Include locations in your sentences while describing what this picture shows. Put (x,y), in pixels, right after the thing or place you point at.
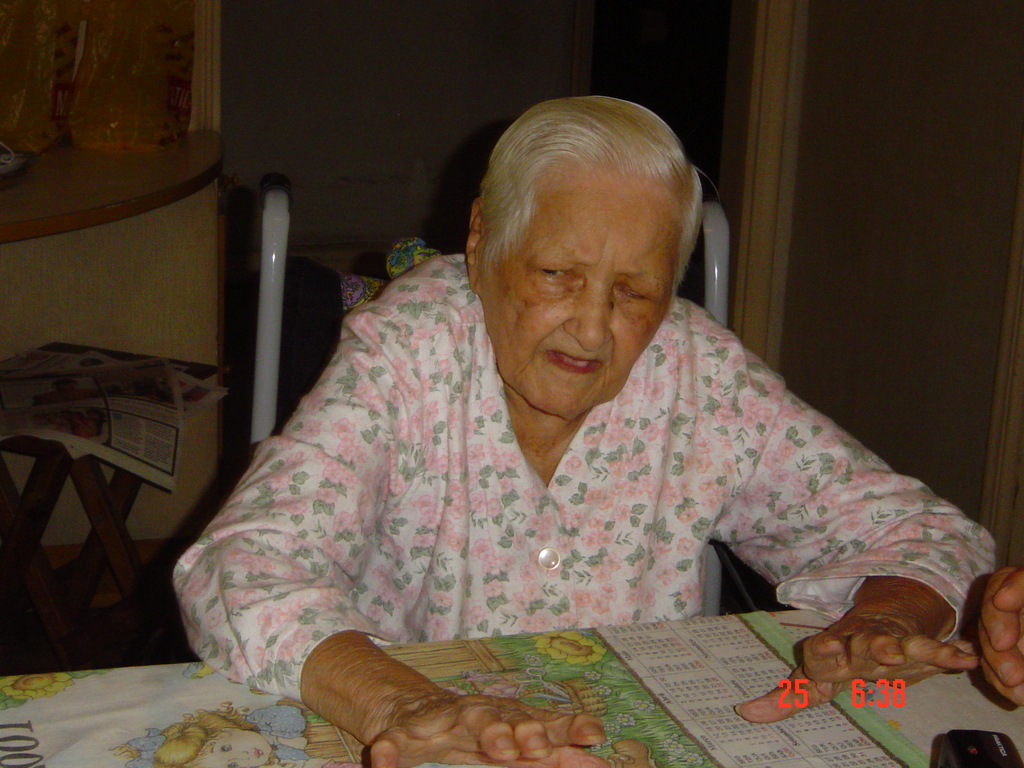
There is a old lady (363,378) sitting on a chair (287,337). In front of her there is a table (544,684). In the back (118,167) there is a wooden stand (115,230). Also there is a stool (84,478). On the stool (111,503) there are papers (75,397). In the right bottom corner (853,699) there is a watermark (829,691).
